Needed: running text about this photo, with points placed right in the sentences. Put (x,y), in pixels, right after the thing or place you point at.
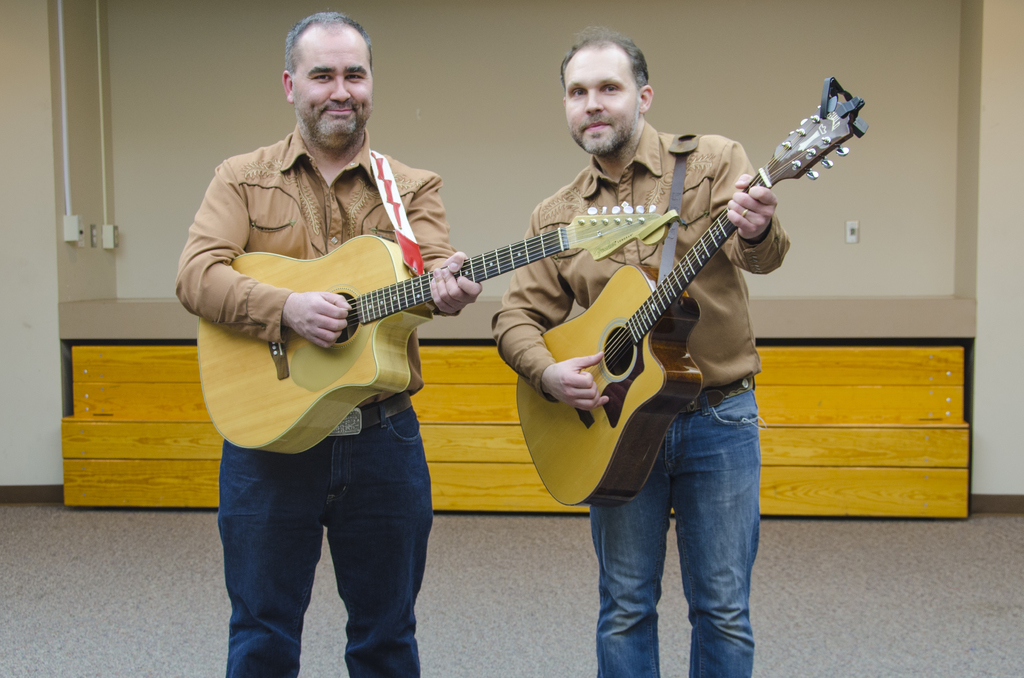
On the background (736,120) we can see a wall (561,45). Here we can see two men (221,315) standing and playing guitars (306,365). They both hold smile on their faces (295,71).
